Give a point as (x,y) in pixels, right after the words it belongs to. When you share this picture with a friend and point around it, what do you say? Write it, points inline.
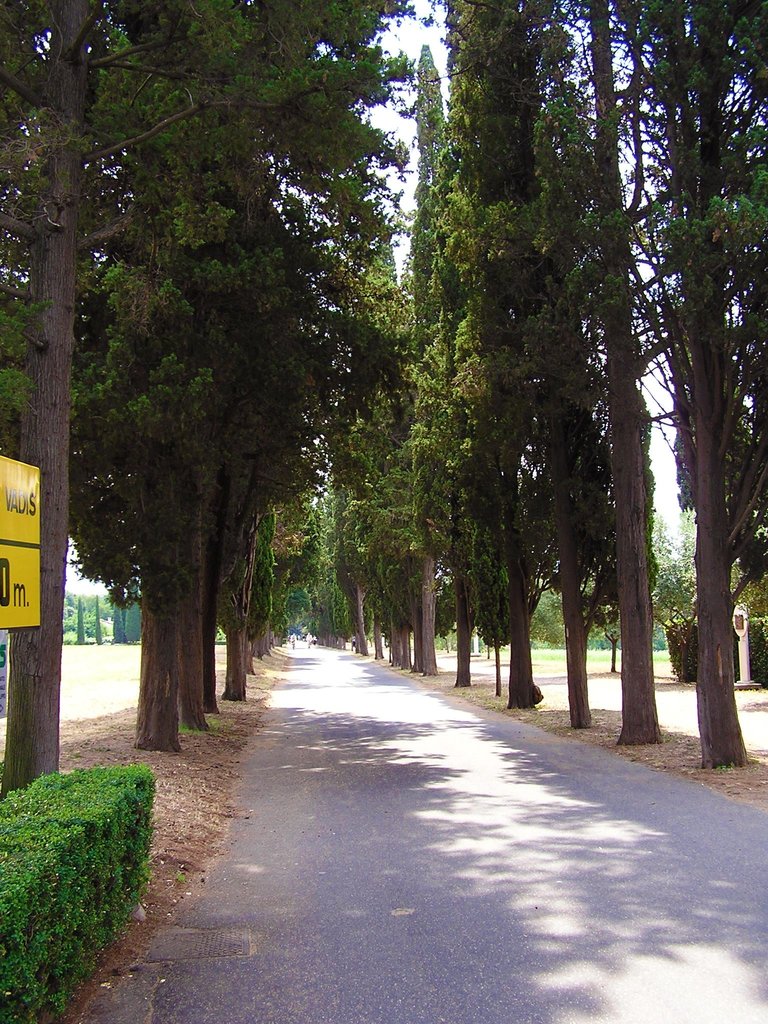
In this image we can see the road (453,927) and there are some trees (352,611) and plants (41,833) and we can see a yellow board (12,523) with some text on the left side of the image (13,538).
